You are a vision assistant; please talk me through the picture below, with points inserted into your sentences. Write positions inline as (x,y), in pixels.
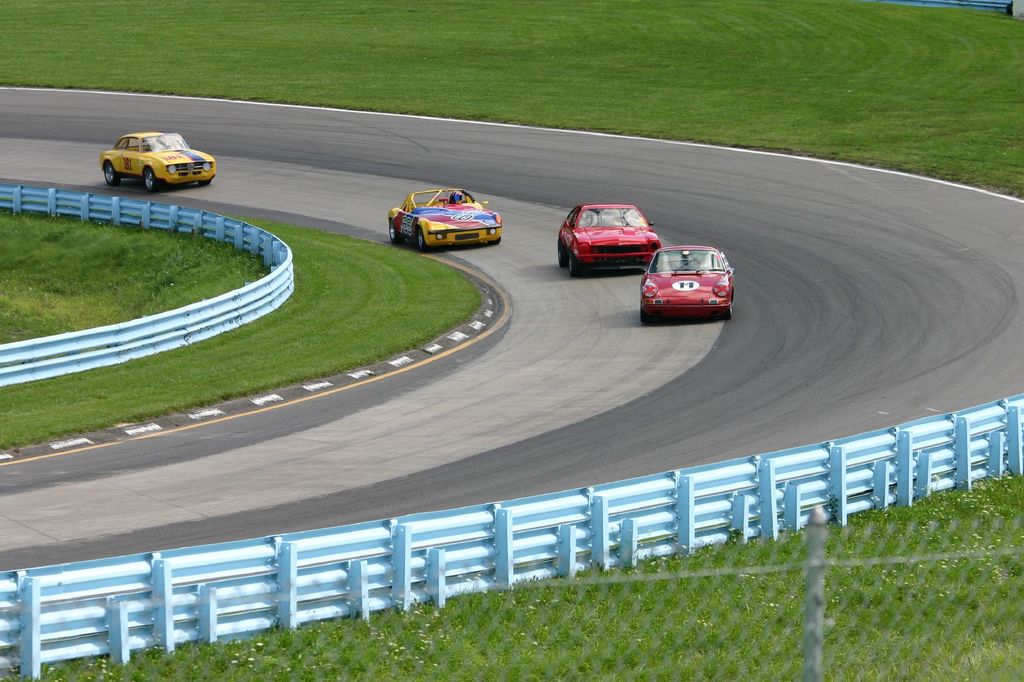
In this image we can see four cars (677,294) are on the road (646,395). Two are in red color and the other two are in yellow color. To the both sides of the road (693,347) grassy land (960,55) is there. Bottom of the image (879,643) fencing (790,627) is there.
